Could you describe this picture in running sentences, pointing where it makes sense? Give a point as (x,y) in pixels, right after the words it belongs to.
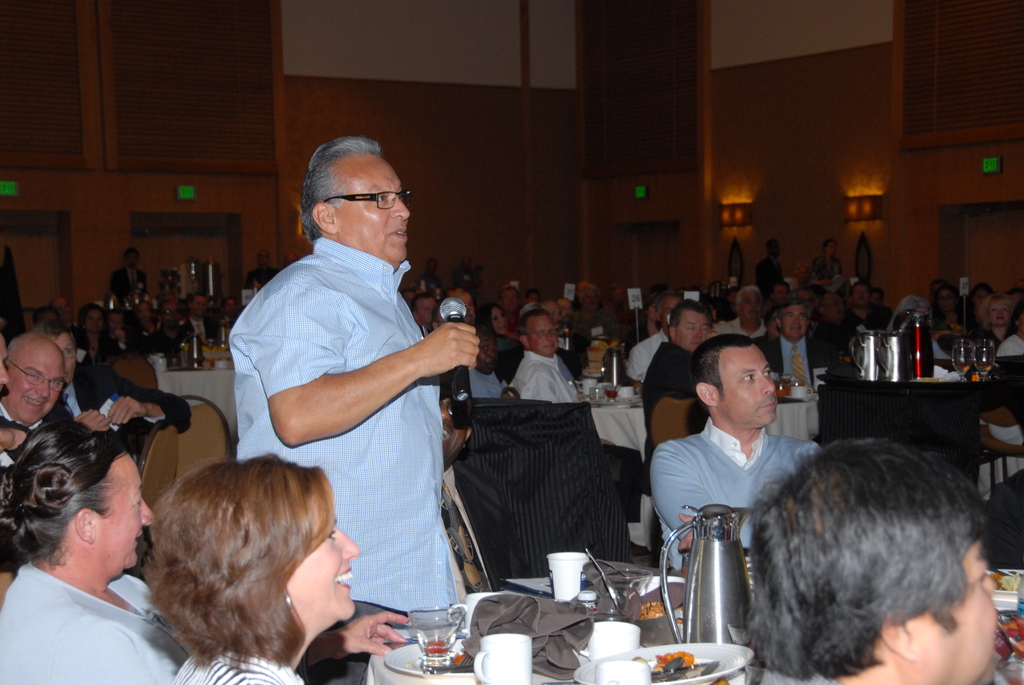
In this image, we can see a crowd (664,313). There is a person (289,413) in the middle of the image (349,302) standing and holding a mic (459,321) with his hand (465,325). There is a table (514,582) at the bottom of the image (730,553) contains plates (696,643), cups (635,669) and flask (742,556). There are flasks (867,367) and glasses (993,359) on the right side of the image (905,359).
